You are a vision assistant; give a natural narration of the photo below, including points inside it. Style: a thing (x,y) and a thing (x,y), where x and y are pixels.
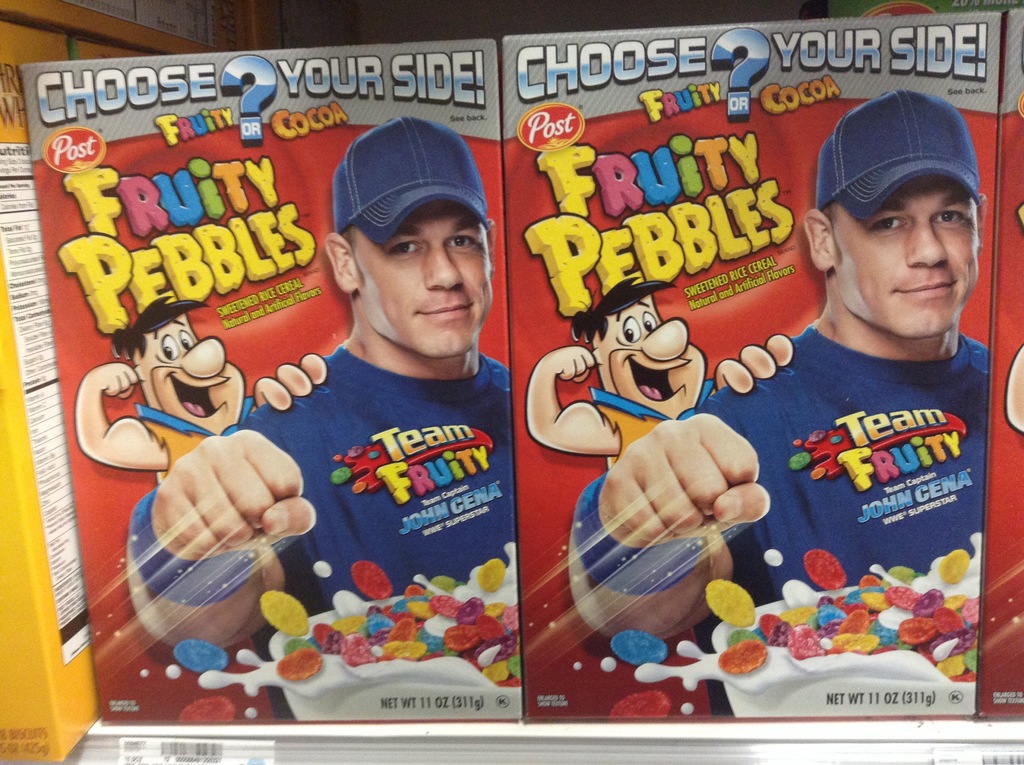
These are the 2 graphical images and here a man (484,246) is showing his wrist (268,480). He wore a blue color t-shirt (386,438), cap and there is a cartoon man (235,377) beside of him.
